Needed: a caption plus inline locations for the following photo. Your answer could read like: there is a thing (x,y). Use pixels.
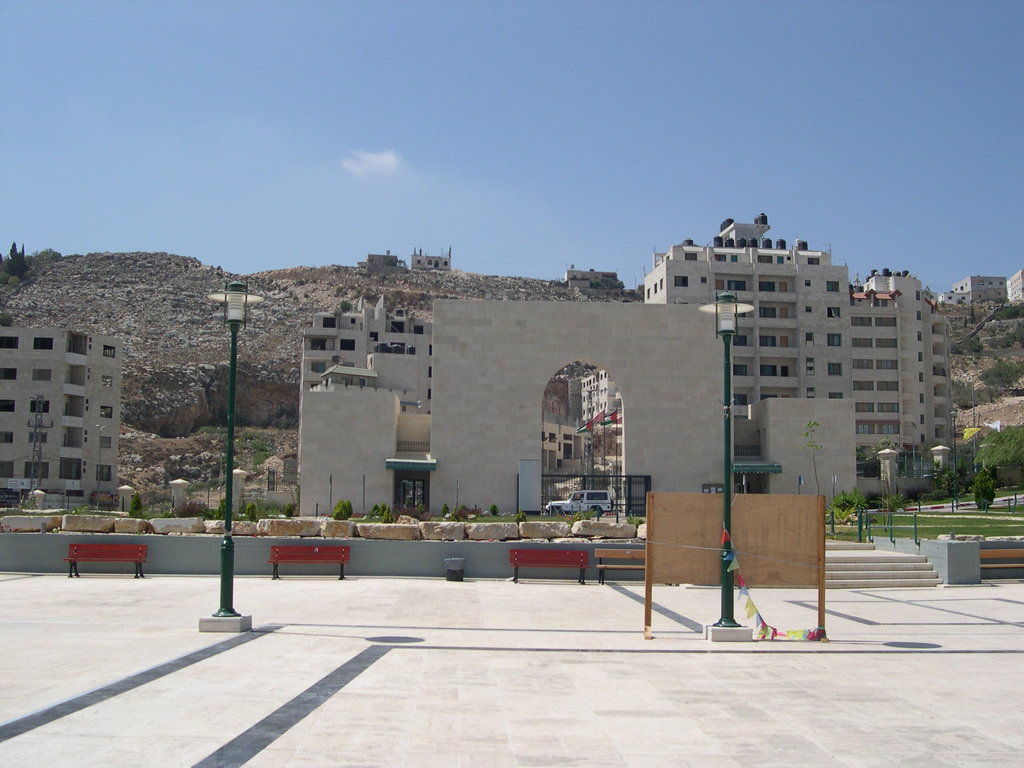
This image is clicked outside. In the front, we can see a two poles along with the lights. In the background (396,348), there are buildings (640,359) along with a mountain (209,346). At the top (399,185), there is sky (497,196). In the middle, we can see five benches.
